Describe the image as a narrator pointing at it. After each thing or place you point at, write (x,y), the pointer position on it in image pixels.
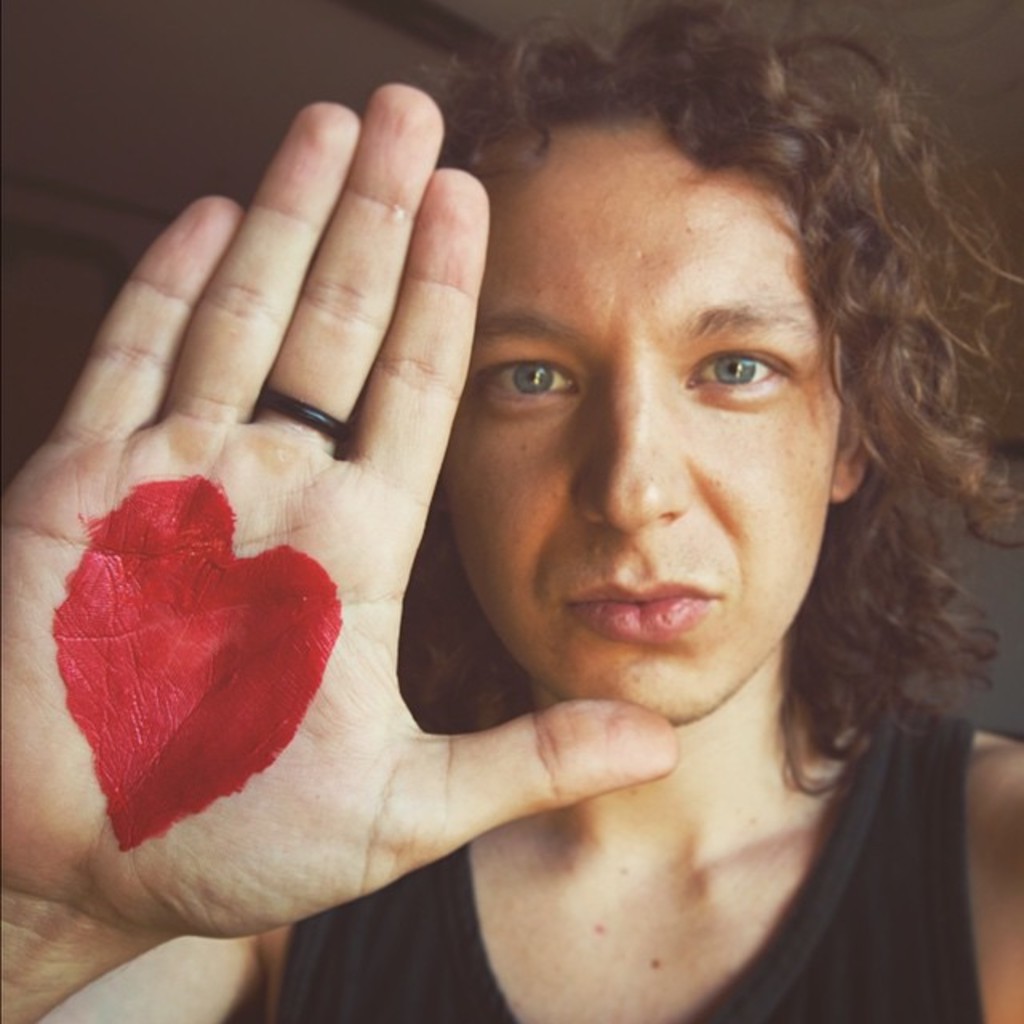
This picture shows a man (596,721) seated and we see his hand (400,627) with red color on the palm (374,613).
